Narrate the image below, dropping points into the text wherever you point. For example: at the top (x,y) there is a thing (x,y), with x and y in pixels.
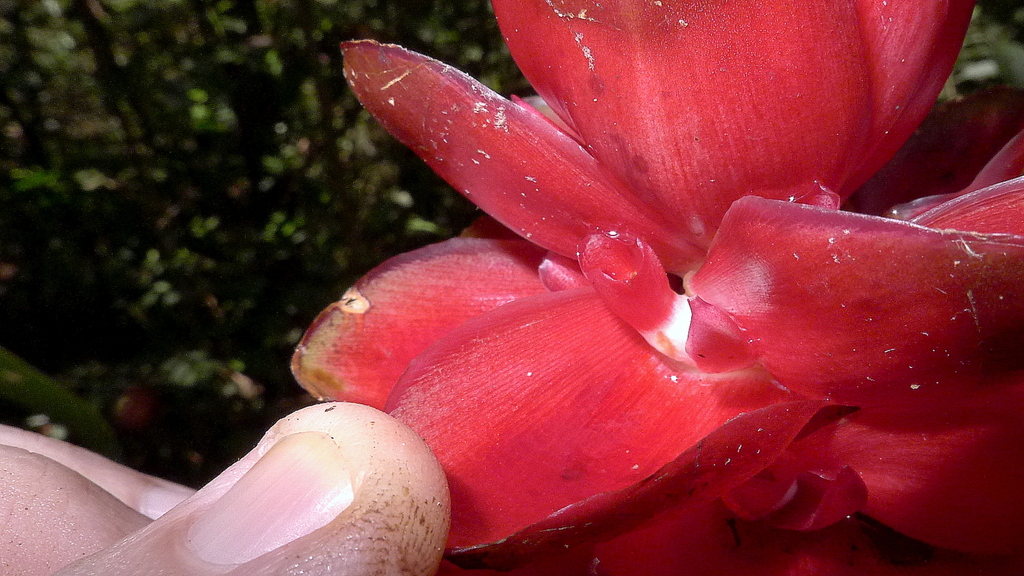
In this picture, we can see a person's hand (295,501) holding a flower (385,286), and we can see the blurred background (227,76).
